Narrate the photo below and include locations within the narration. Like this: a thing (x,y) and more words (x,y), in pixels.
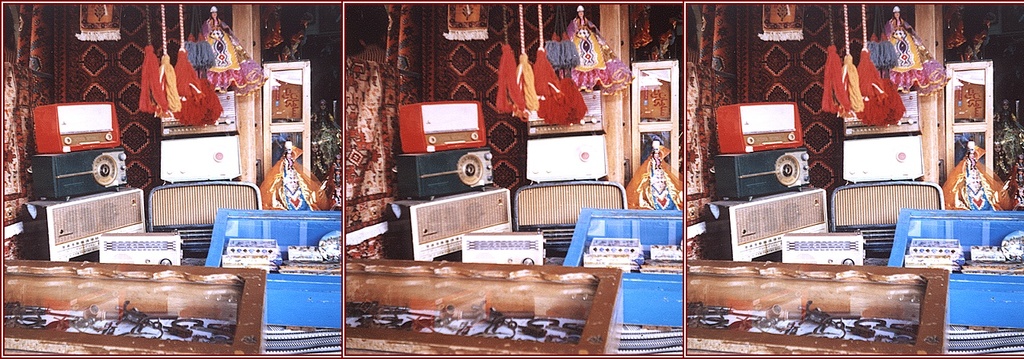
This is a collage picture. We can see similar objects (545,145) in all the three parts of the image. There are some objects (187,205) like devices (187,205). We can also see a blue colored container (231,212). We can see some wood (235,278) with objects (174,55). We can see the background (150,147).
